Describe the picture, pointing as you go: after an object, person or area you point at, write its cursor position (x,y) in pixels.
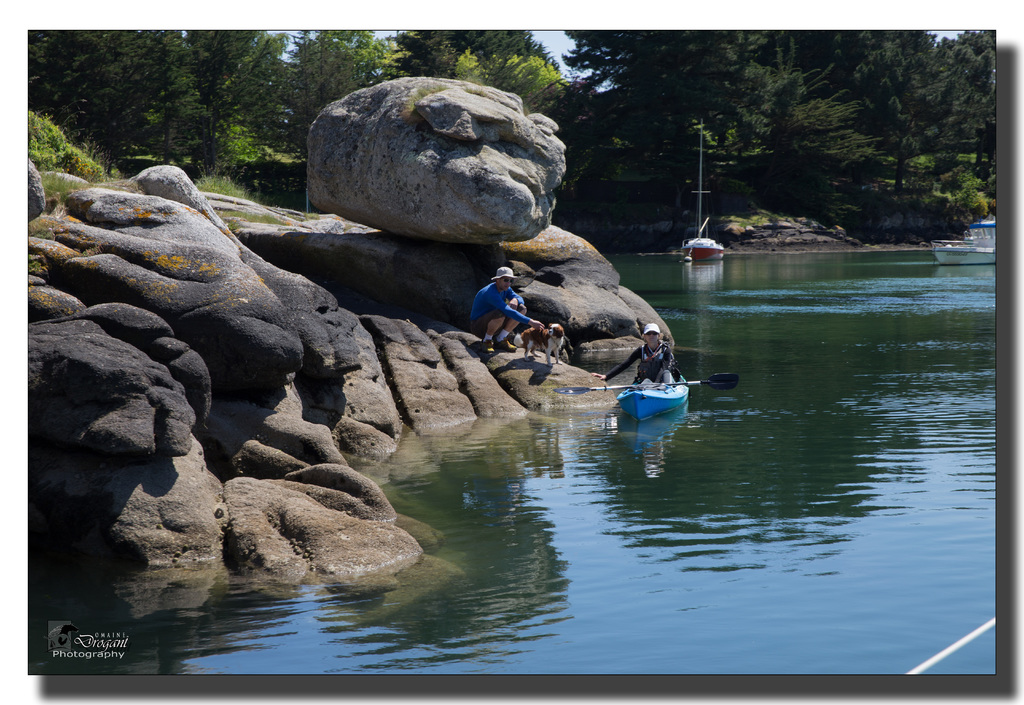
In this image I can see few rocks (469,163), few trees (470,69) and the sky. I can see few boats (657,402) on the water surface (931,304). I can see the paddle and one person (664,370) in the boat (675,389). I can see the person (511,329) and an animal (546,338) on the rock (463,340).
